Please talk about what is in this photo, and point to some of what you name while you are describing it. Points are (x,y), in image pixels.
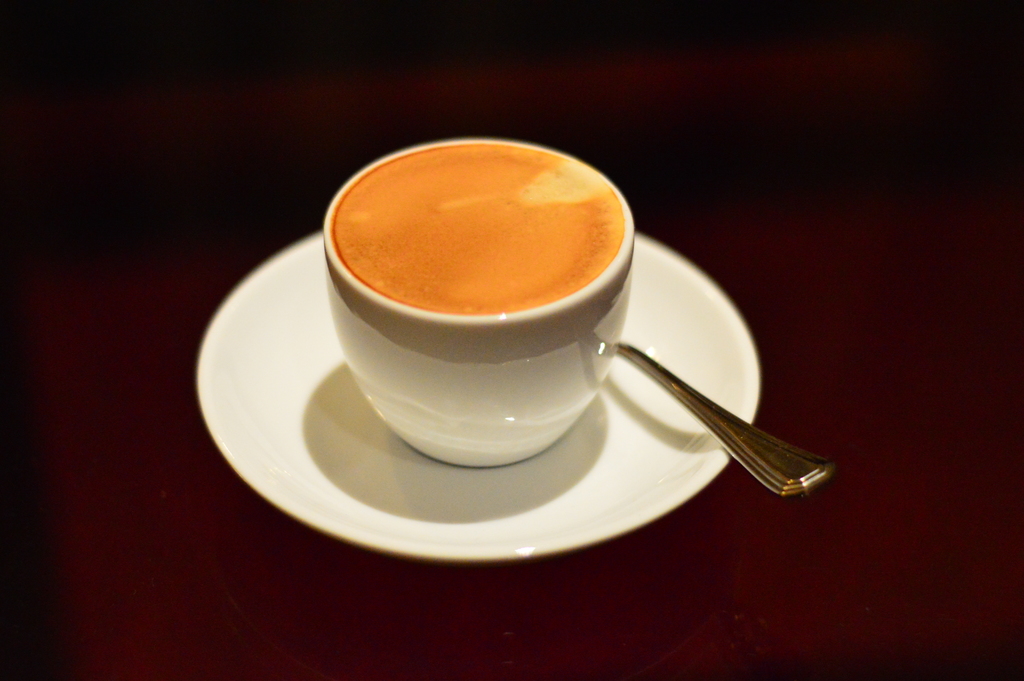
In the picture we can see a cup (598,279) and saucer (658,411) on the table (969,591) in the cup (612,288) we can see a coffee (454,270) and a spoon (700,418) in the saucer (641,323).
